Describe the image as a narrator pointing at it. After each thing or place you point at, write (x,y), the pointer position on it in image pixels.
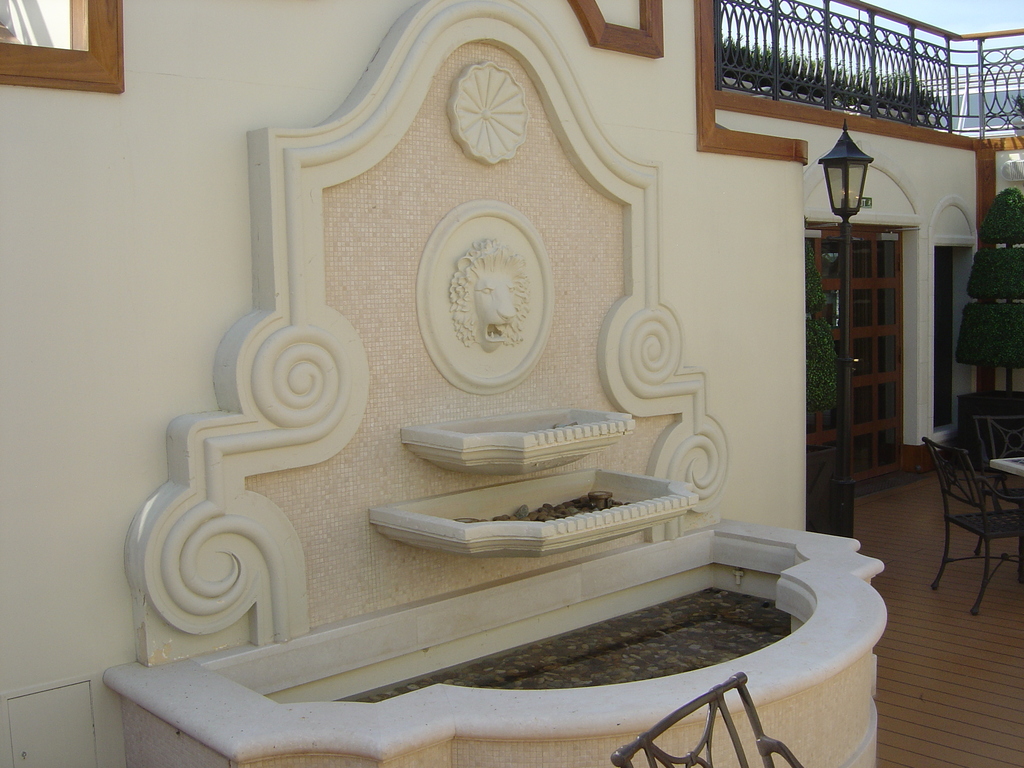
In the image there is a water fountain (633,618) in the front (538,667) and in the back (969,504) there is table (1005,470) with chairs (986,455) around it with a lamp post (844,198) beside it on the floor (908,507) followed by doors (879,304) on the wall (931,287) with a fence (795,20) above it.
